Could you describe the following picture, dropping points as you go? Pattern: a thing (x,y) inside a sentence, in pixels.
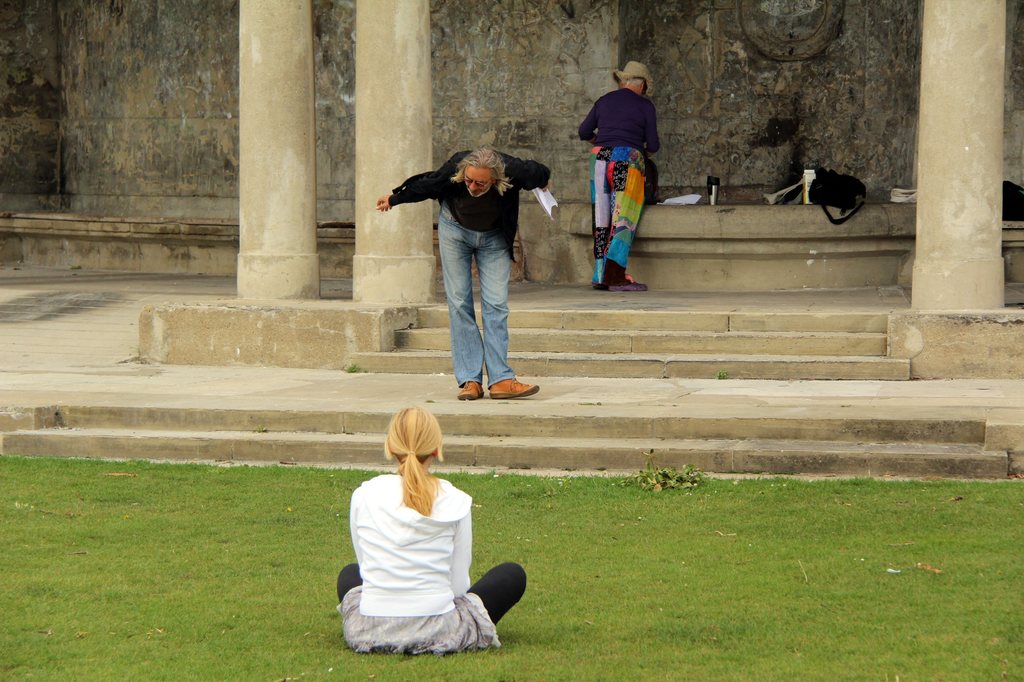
In the center of the image (469,237) a man (511,250) is bending and holding a paper (543,209) in his hand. At the bottom of the image (402,588) we can see a lady (410,526) is sitting and also we can see grass (667,510), plant (666,480). In the middle of the image (590,365) stairs (571,314) are there. In the background of the image (417,87) we can see pillars (420,94), wall (680,114), person (615,204), paper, bags (823,183) and some objects (808,191).
